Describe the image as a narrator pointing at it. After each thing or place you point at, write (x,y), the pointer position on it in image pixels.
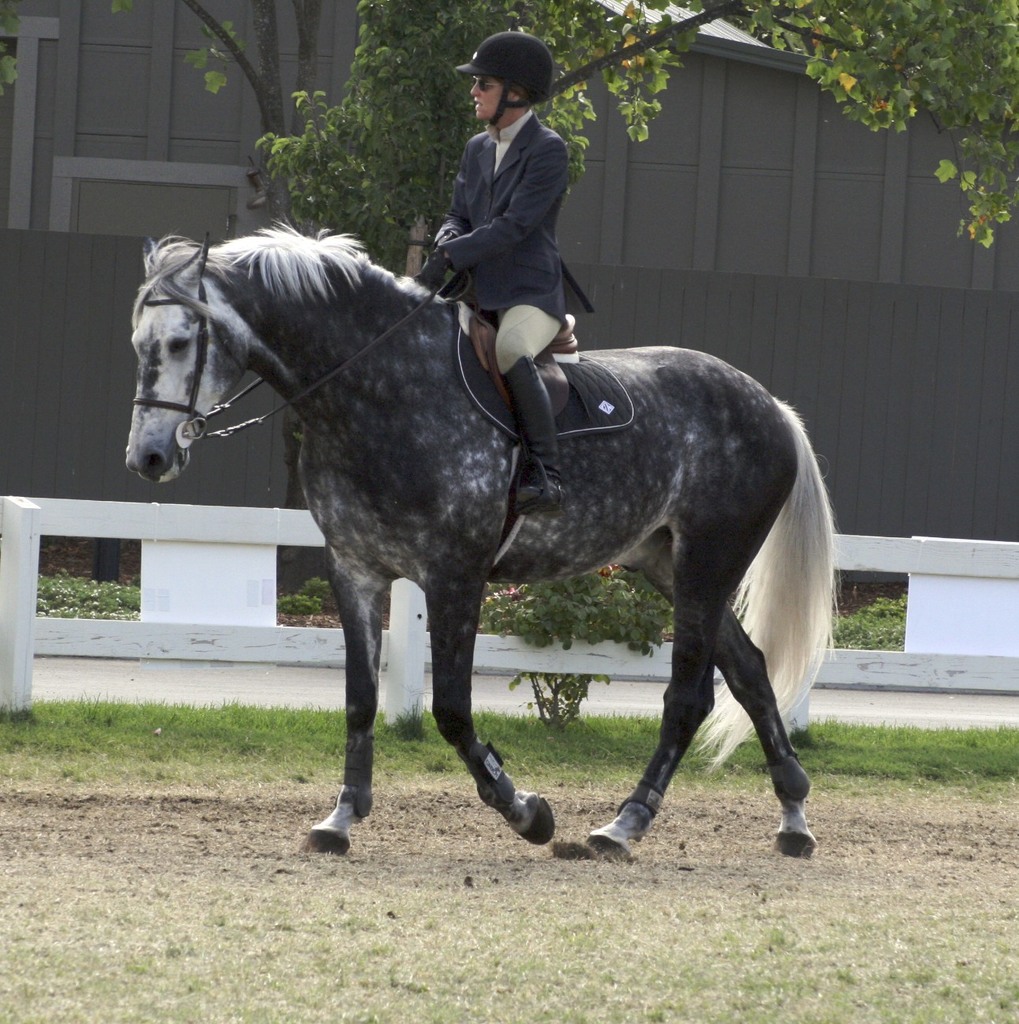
In the image we can see a person (470,195) wearing clothes (484,212), boots (553,458), helmet (501,62) and goggles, and the person (486,225) is sitting on the horse (470,414), the horse (609,458) is black and white in color. This is a grass (205,725), fence (911,573), building (813,233) and a tree (369,104).
